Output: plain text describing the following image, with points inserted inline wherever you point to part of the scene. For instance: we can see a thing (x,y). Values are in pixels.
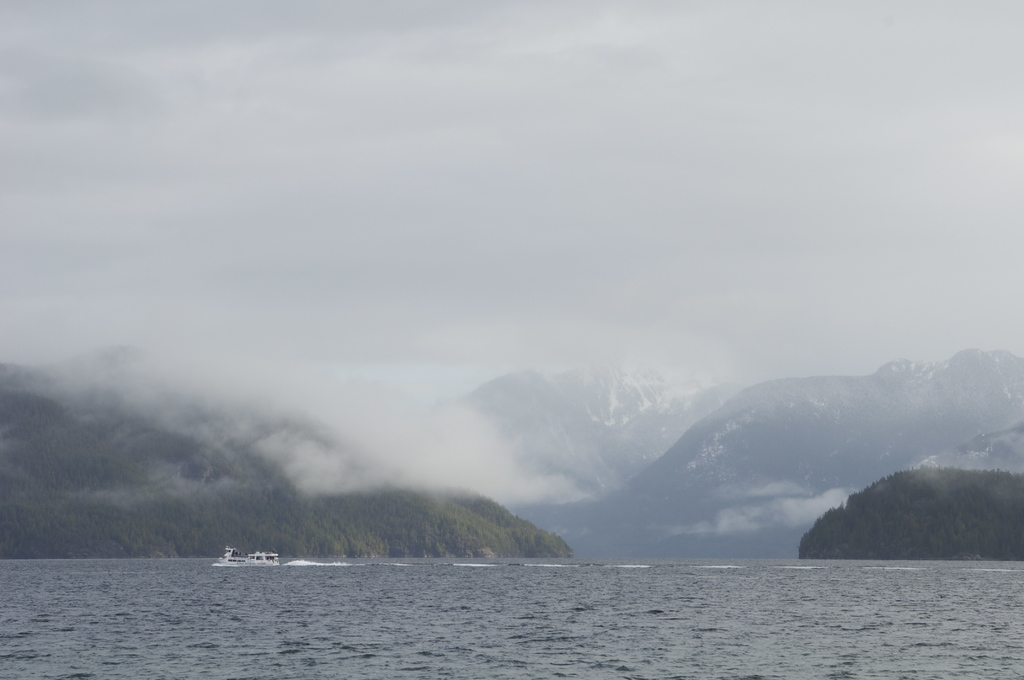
In this picture we can see a boat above the water (404,614). In the background of the image (531,533) we can see trees (149,463), mountains (637,433), fog (394,447) and sky (556,220).
